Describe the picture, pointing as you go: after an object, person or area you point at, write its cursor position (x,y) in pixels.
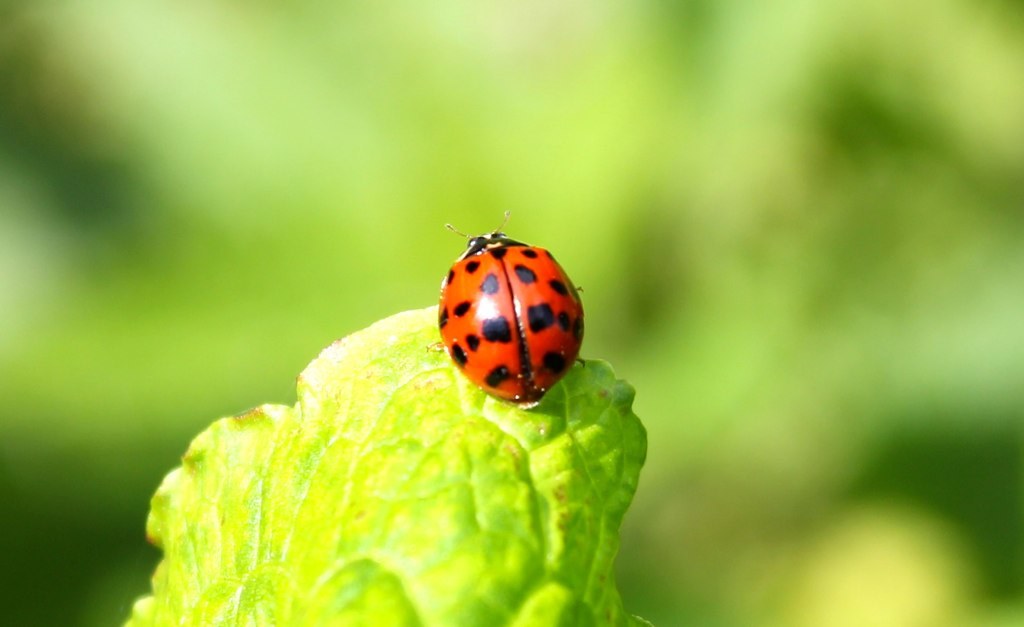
In this image we can see a ladybug (465,329) on a green color object (452,498). In the background (773,479) it is green and blur.
